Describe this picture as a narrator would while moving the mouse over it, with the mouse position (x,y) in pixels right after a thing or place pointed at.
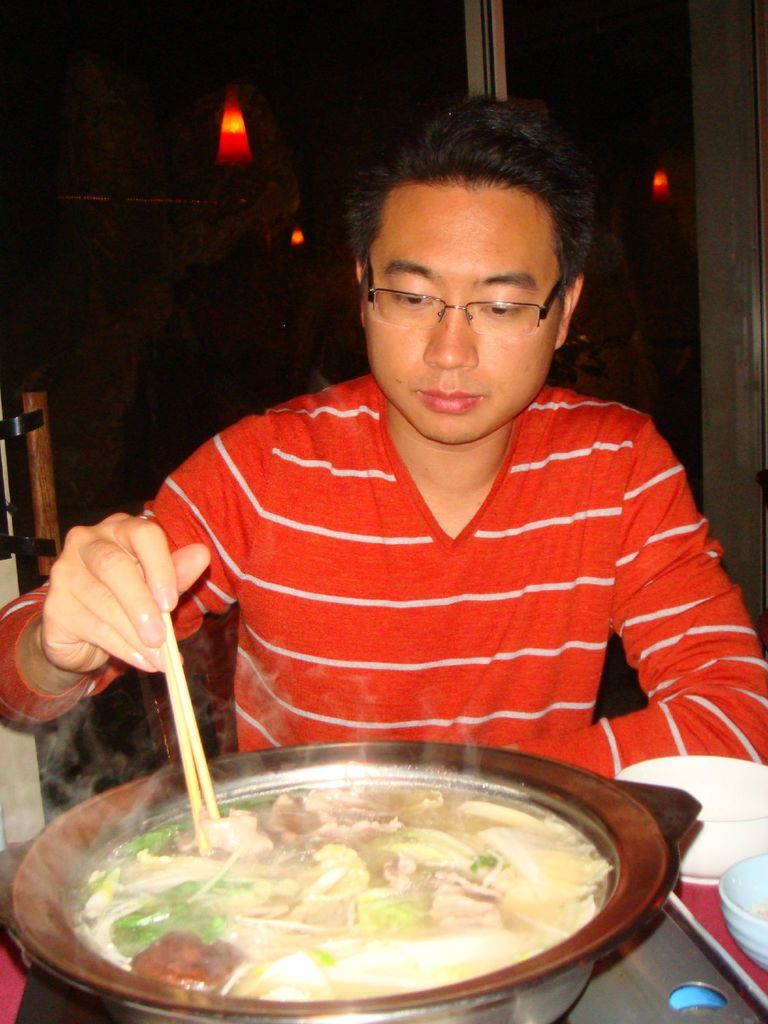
In this image I can see a man (375,269) wearing specs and red t shirt (215,500). I can see he is holding chopstick (165,657) in his right hand (130,563). Here I can see food (529,864) in a bowl (336,783).
